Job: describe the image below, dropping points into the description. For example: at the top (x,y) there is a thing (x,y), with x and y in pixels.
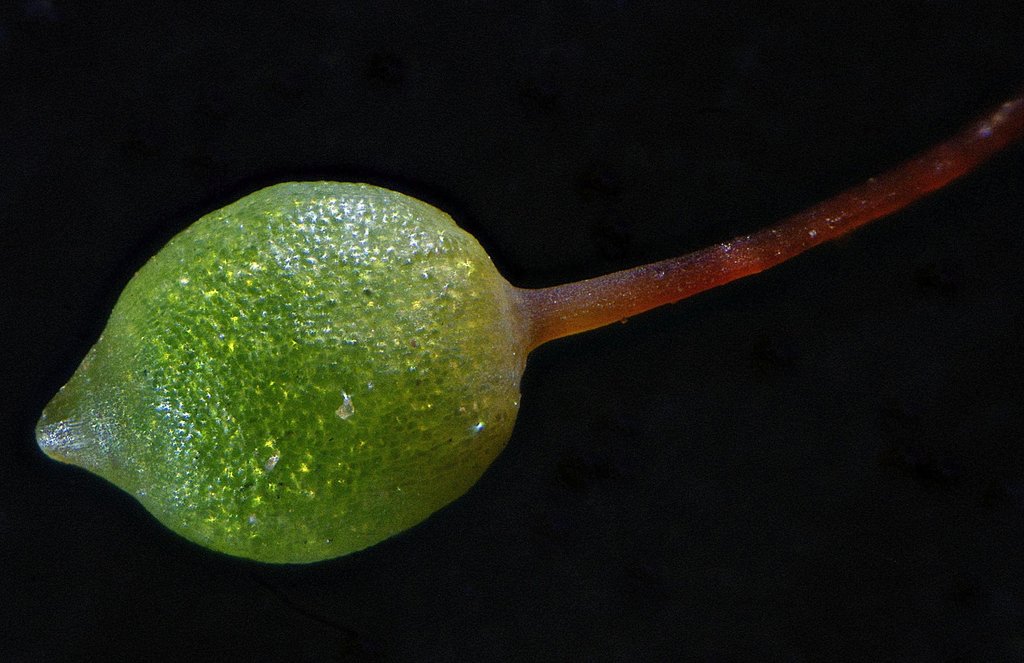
It looks like a plant (237,306) which is in green color.
